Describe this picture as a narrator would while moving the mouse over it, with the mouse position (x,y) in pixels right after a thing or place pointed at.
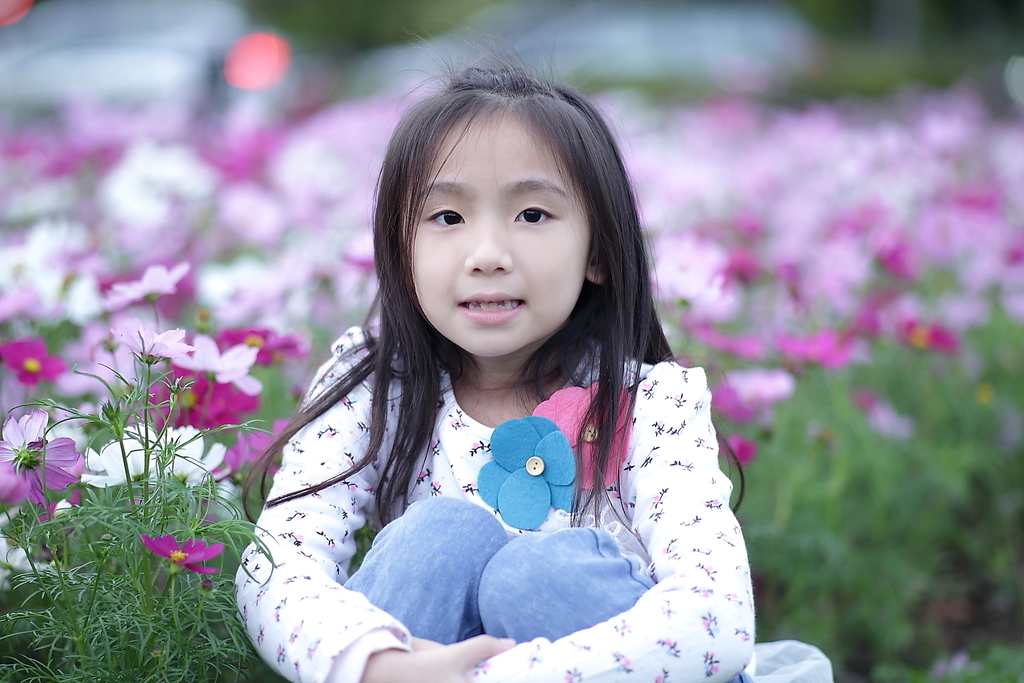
In the center of the image (502,364) we can see a girl (531,335) sitting and there are plants (195,451). We can see flowers (248,226).
